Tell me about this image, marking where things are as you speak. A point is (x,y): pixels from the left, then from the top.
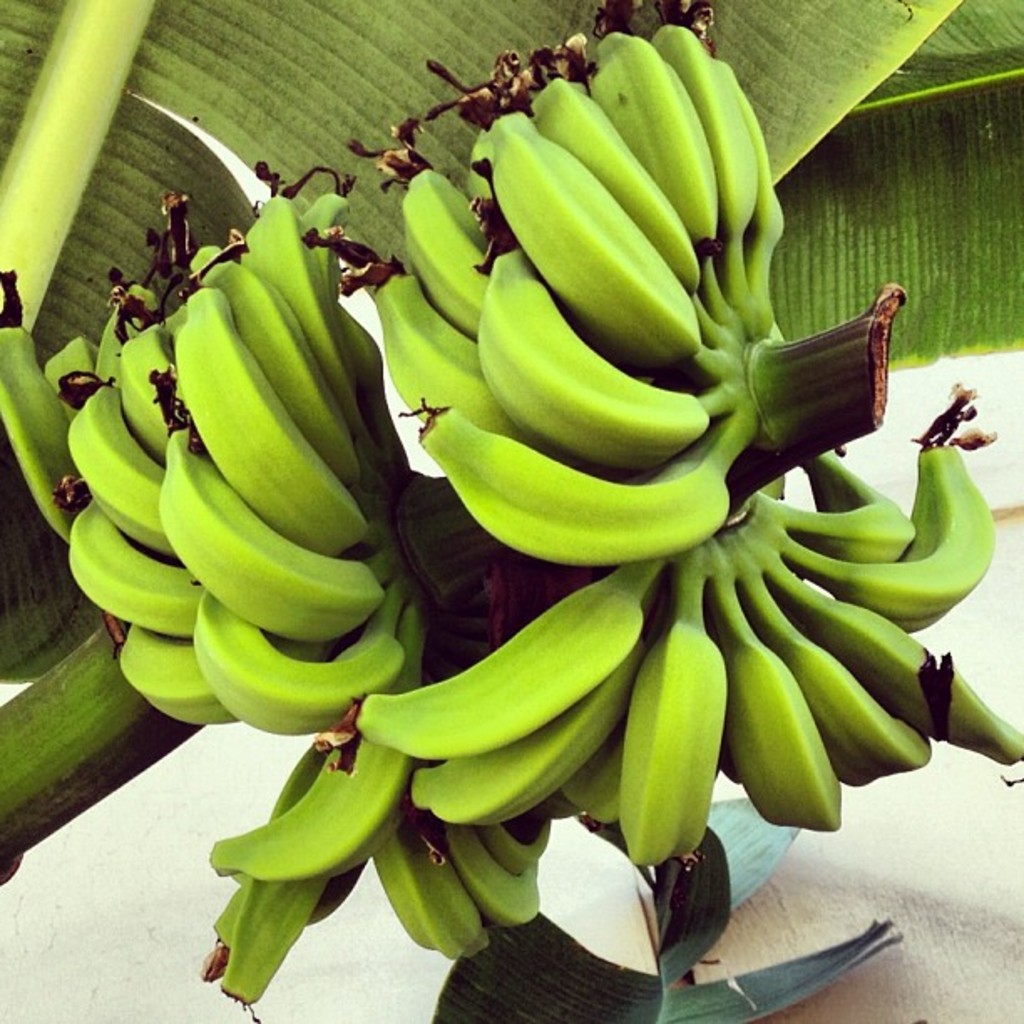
In this image I can see the bunch (414,497) of bananas (492,447) and the leaves (338,108). The bananas (551,94) are in green color and the leaves (822,281) are also in green.
